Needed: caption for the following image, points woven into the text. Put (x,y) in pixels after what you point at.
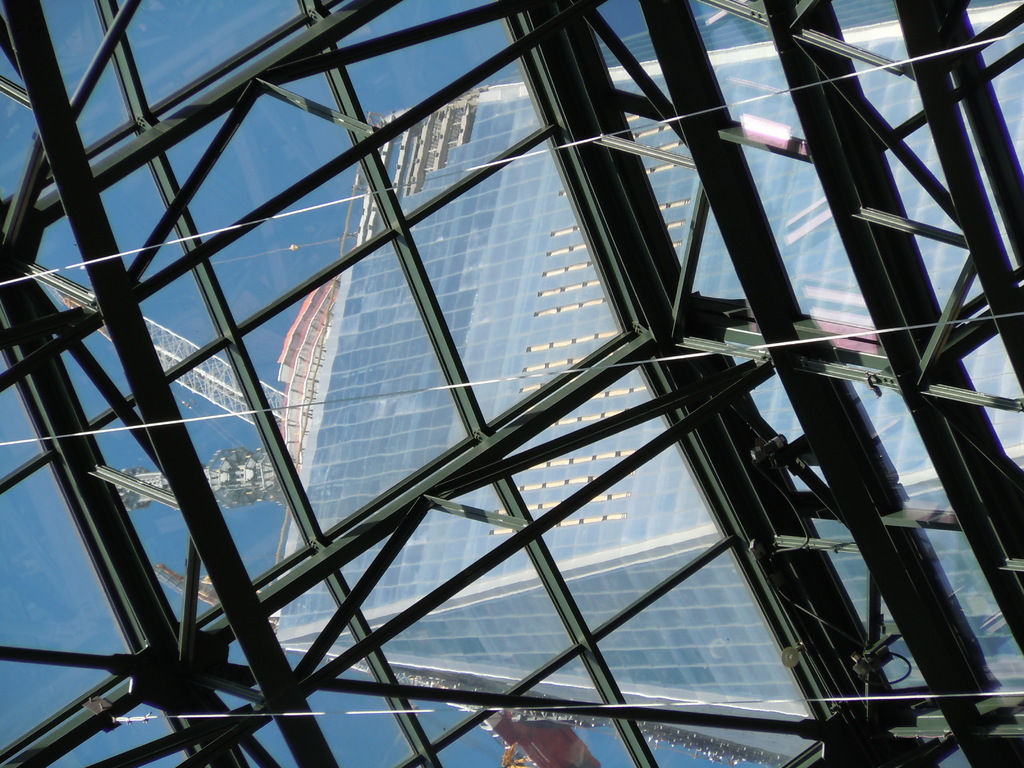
In the picture we can see a glass structure (699,503) to it, we can see, full of iron rods (103,276) and from the glass (21,420) we can see another glass structure (617,487) and a sky (17,83).
